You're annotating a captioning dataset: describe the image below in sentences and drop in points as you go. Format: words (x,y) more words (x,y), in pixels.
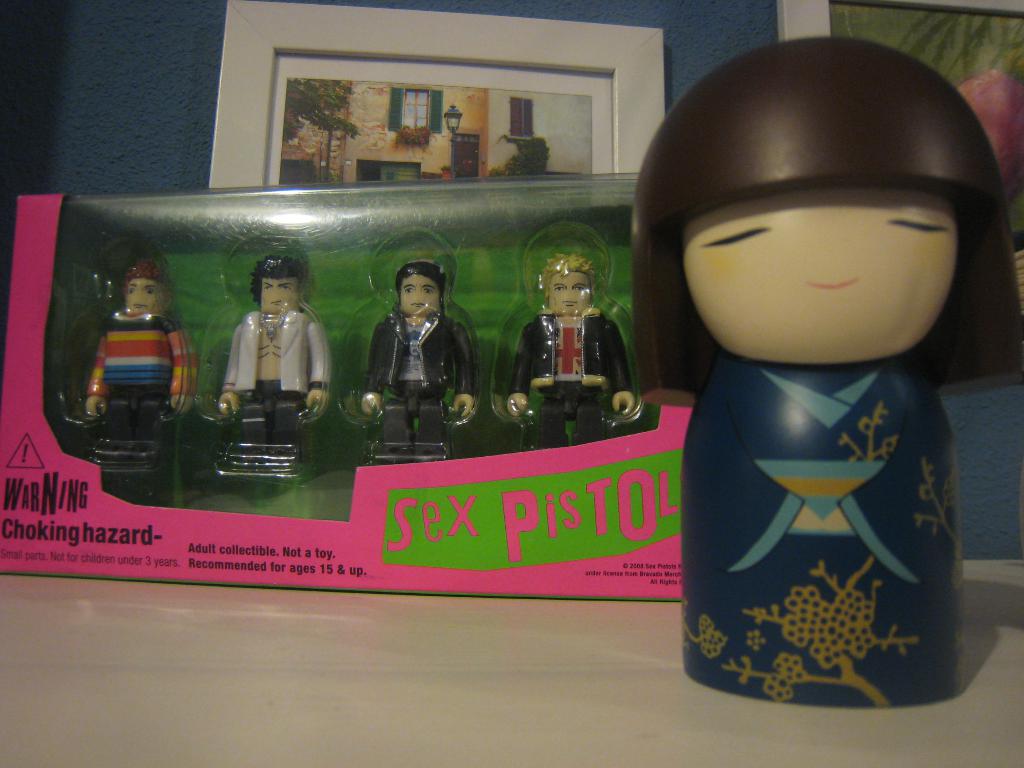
This is a zoomed picture. In the foreground (947,171) there is a table (571,656) on the top of which many number of toys (687,373) are placed and we can see the text (105,543) printed on the box (115,244). In the background (143,86) there is a wall (141,42) and we can see the picture frames (828,7) seems to be hanging on the wall (514,10) and we can see the picture (518,171) of building (379,118) and some other objects (319,90) in the picture frame (445,69).
